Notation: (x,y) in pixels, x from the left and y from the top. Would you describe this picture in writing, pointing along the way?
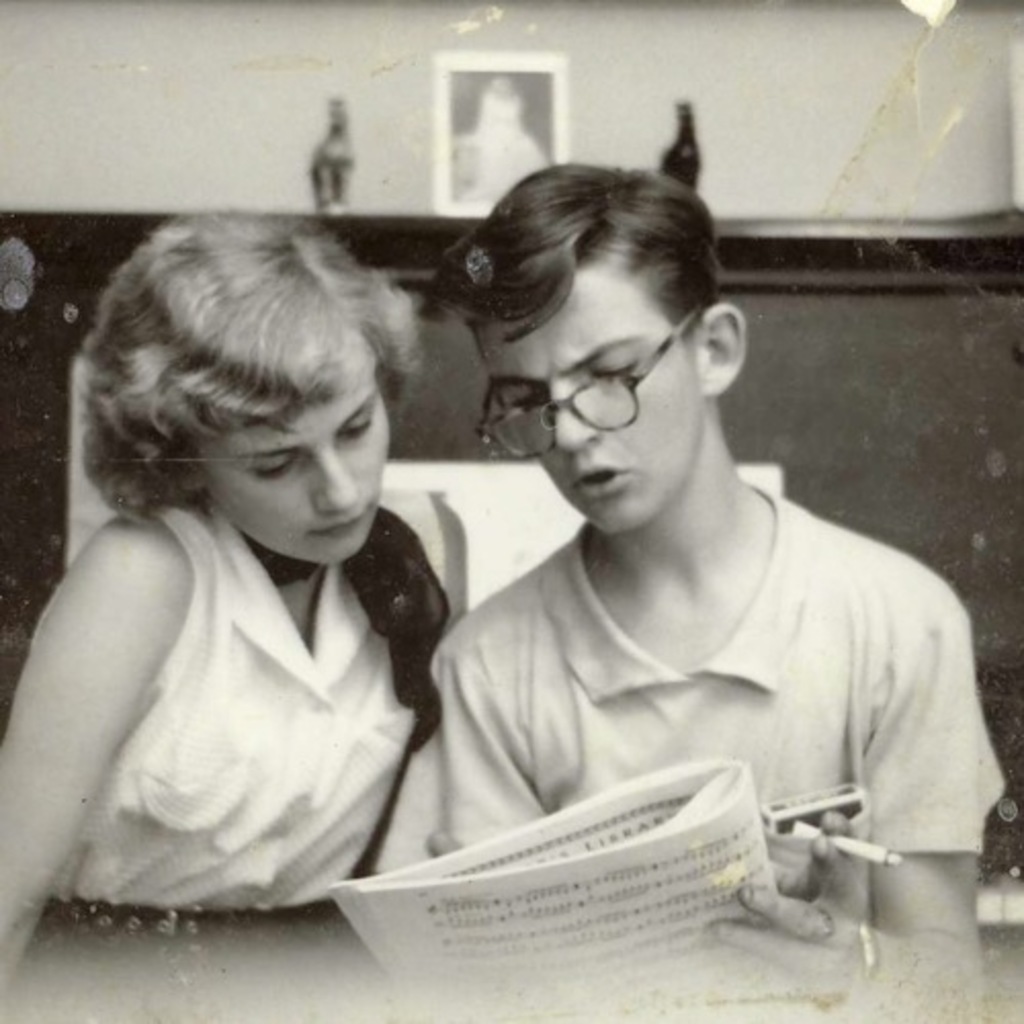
This is a black and white image. In this image we can see a man (522,634) and a woman (395,736) sitting. Of them the man (644,568) is holding paper (742,877) and a cigarette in his hands (796,872). In the background (674,152) there are decors (692,161) and a wall hanging (501,80) attached to the wall (55,55).
